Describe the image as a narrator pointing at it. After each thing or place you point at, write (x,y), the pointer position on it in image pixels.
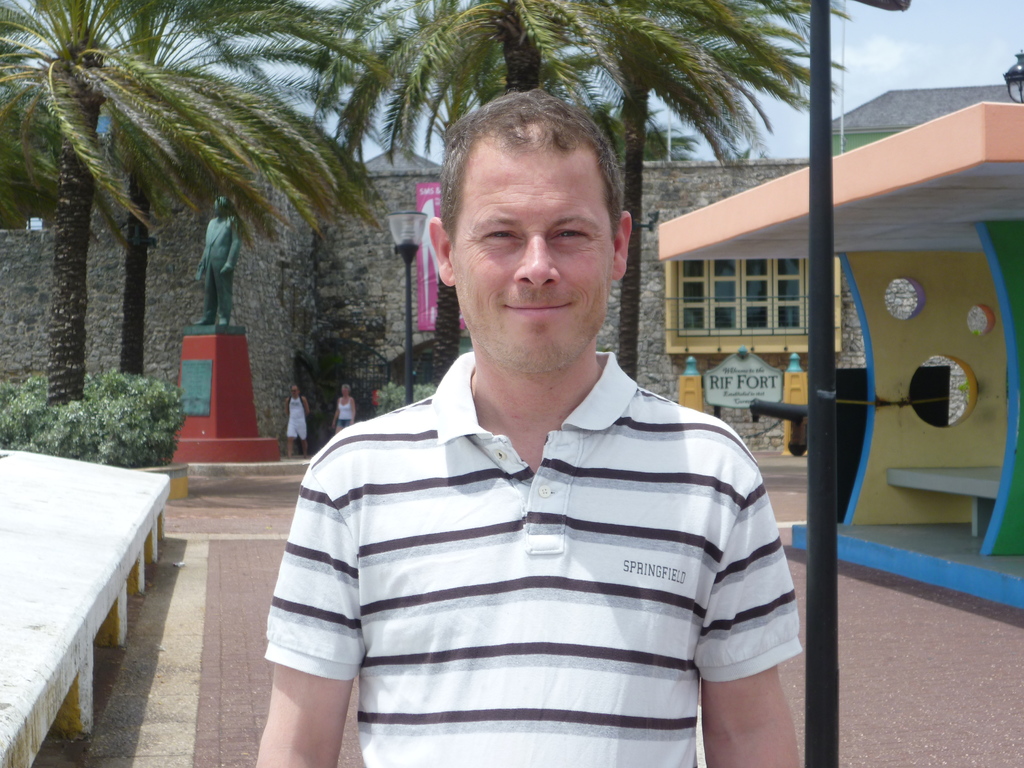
In front of the image there is a man (537,561). Behind him there are few people (336,423). And also is a pedestal (210,393). On the pedestal (220,425) there is a statue (210,245). And also there are trees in the background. Behind the trees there is a building (393,315) with walls (382,294), windows (797,288) and pillars (690,392) with a board (718,397). On the board (726,399) there is text (731,370) on it. On the right side of the image (909,435) there are walls (915,435) and also there is a roof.
